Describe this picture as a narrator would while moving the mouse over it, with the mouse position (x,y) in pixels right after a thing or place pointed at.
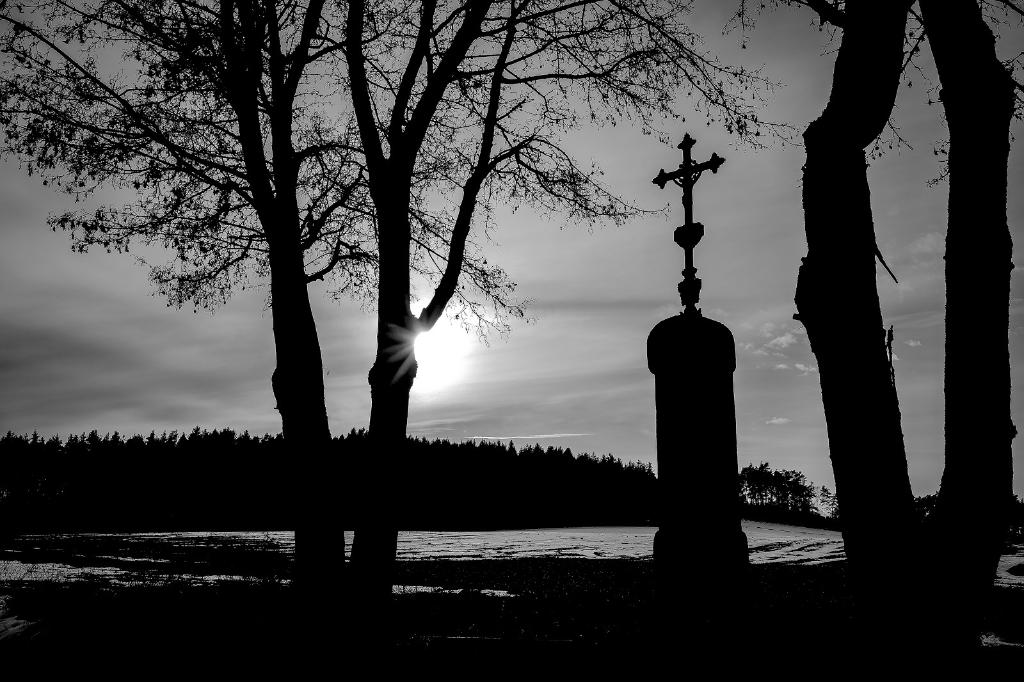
This is a black and white picture. Here we can see trees (401,434), snow (579,531), and a cross symbol (679,179). In the background (736,251) there is sky (739,439).
